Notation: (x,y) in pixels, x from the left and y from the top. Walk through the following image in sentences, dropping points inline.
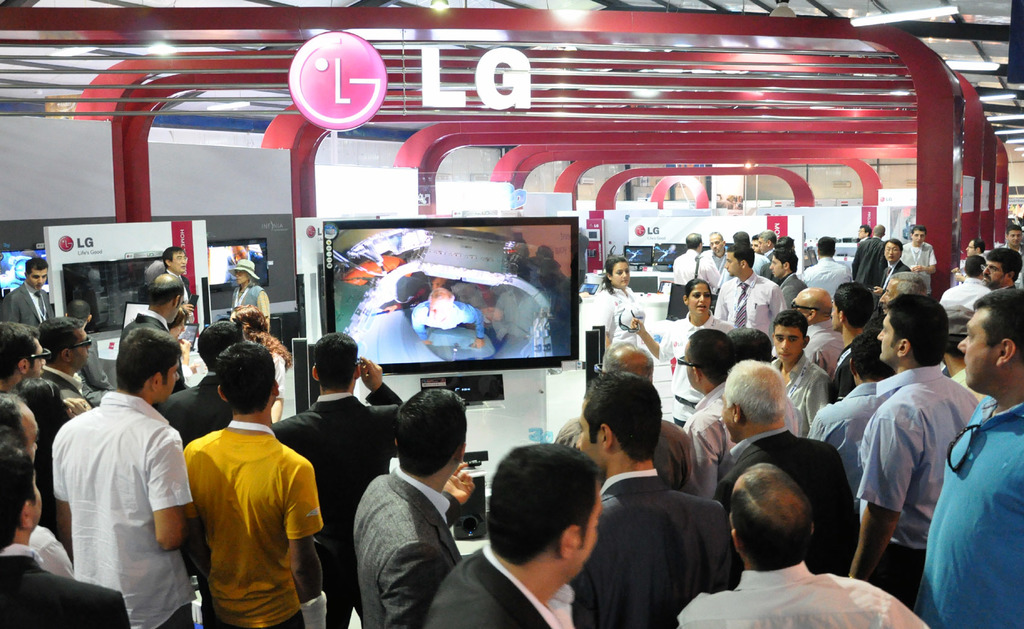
In this image we can see people (752,417) standing. There are TV's (253,250). At the top of the image (327,101) there is ceiling (632,68) with rods (607,64) and some text (336,86).
